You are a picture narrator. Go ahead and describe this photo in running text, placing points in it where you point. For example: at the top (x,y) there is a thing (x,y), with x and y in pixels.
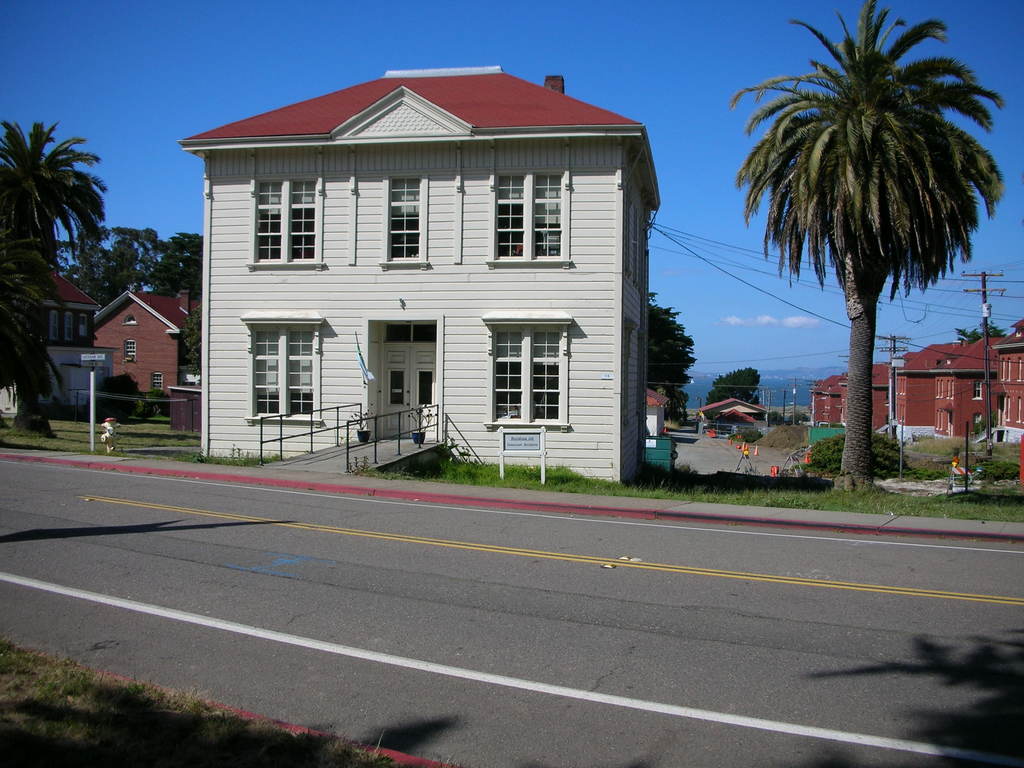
In this image, we can see a road (638,614) in front of some houses (345,401) and trees (856,239). There are poles (989,408) on the right side of the image (894,411). There is a sign board (90,383) on the left side of the image (92,363). In the background of the image (197,129), there is a sky (719,191).
